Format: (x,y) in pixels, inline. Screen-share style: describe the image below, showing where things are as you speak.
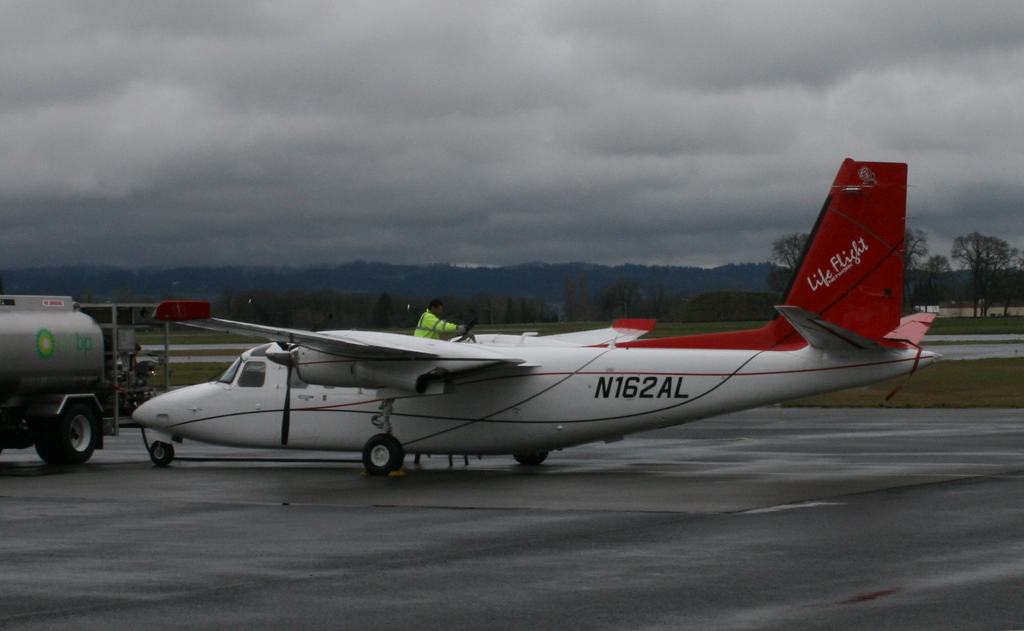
In this image I can see a vehicle (46,446) and an aircraft (184,394) in the front (437,348). Behind the aircraft (462,347) I can see one man (436,317) is standing and I can see he is wearing neon colour jacket (444,327). In the background (948,327) I can see an open grass ground (995,322), number of trees (942,296), clouds (525,179) and the sky (523,188). I can also see something is written on the aircraft (681,340) and on the vehicle (98,355).
